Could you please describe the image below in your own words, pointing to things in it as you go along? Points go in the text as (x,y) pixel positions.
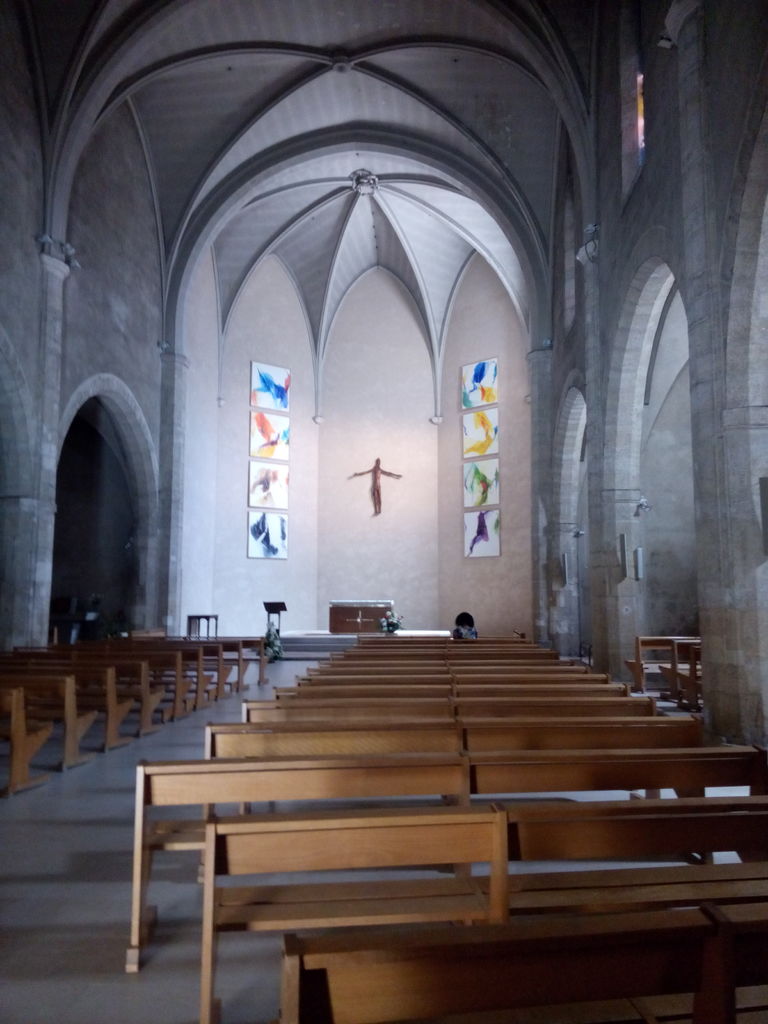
In this image we can see inside of a church (417,498). There are many benches (399,732) in the image. There are few objects (481,465) on the wall (369,468).
